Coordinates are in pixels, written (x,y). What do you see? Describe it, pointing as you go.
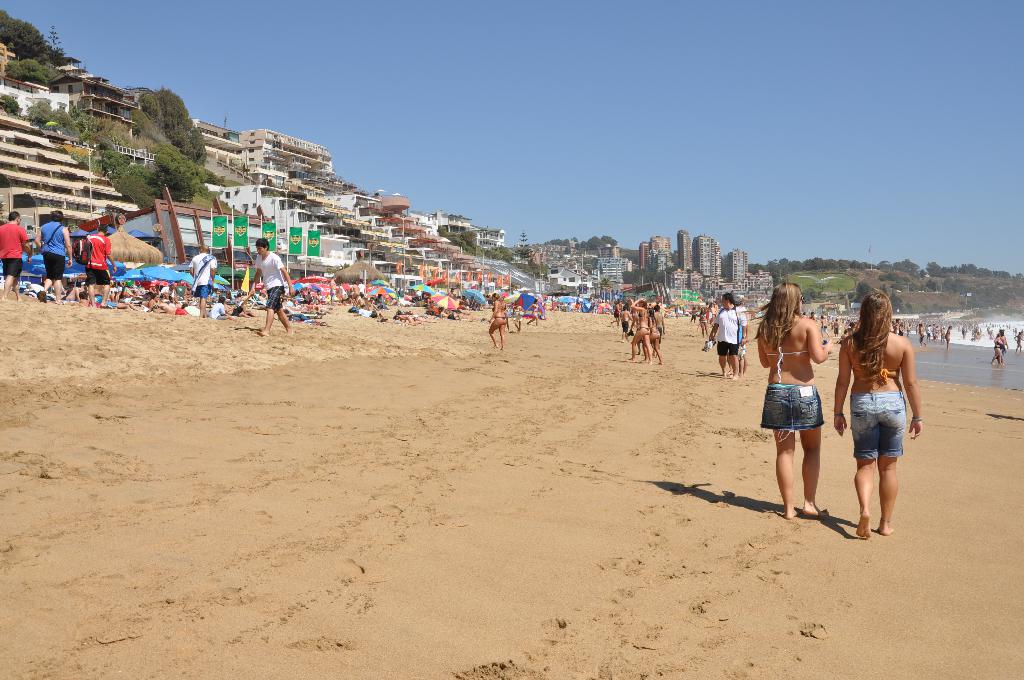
In this picture, we can see the beach (956,351), a few people (731,337), ground (87,322), umbrella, poles (286,253), buildings (336,253) with windows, flags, trees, and the sky (770,141).
